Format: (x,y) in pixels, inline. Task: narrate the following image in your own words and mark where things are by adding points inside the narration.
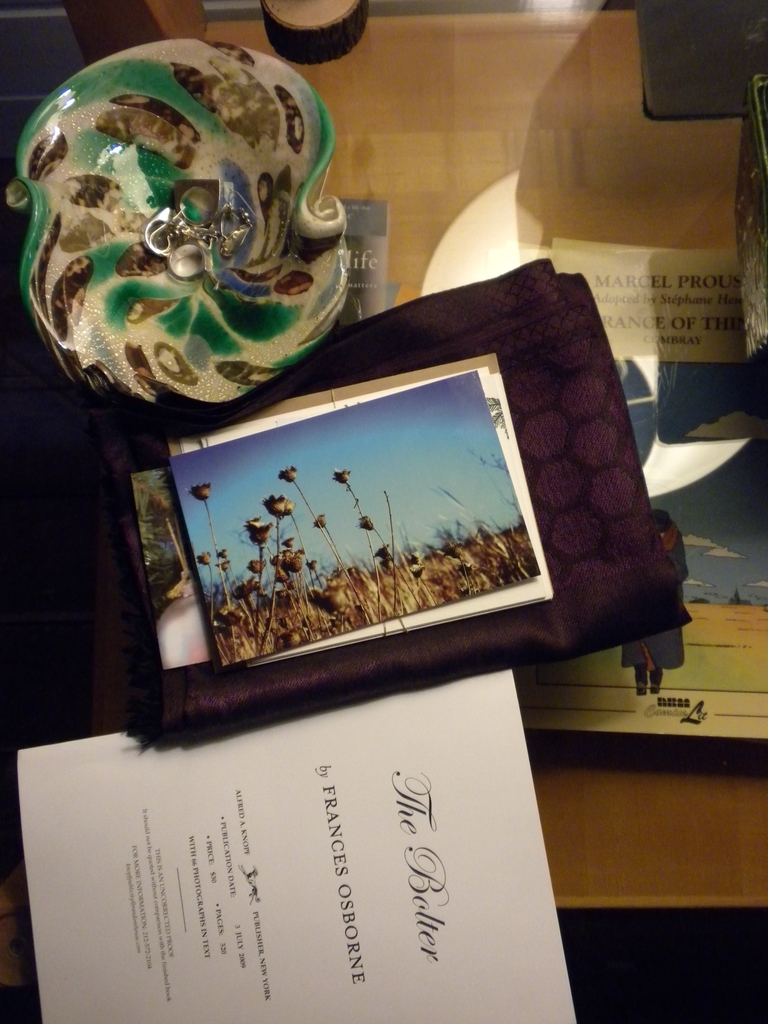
In this image I can see papers (353,814), brown cloth (576,507), colorful-glass (153,310) and some objects (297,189) on the glass table (524,134). I can see few pictures (338,574) on the table (562,111).
